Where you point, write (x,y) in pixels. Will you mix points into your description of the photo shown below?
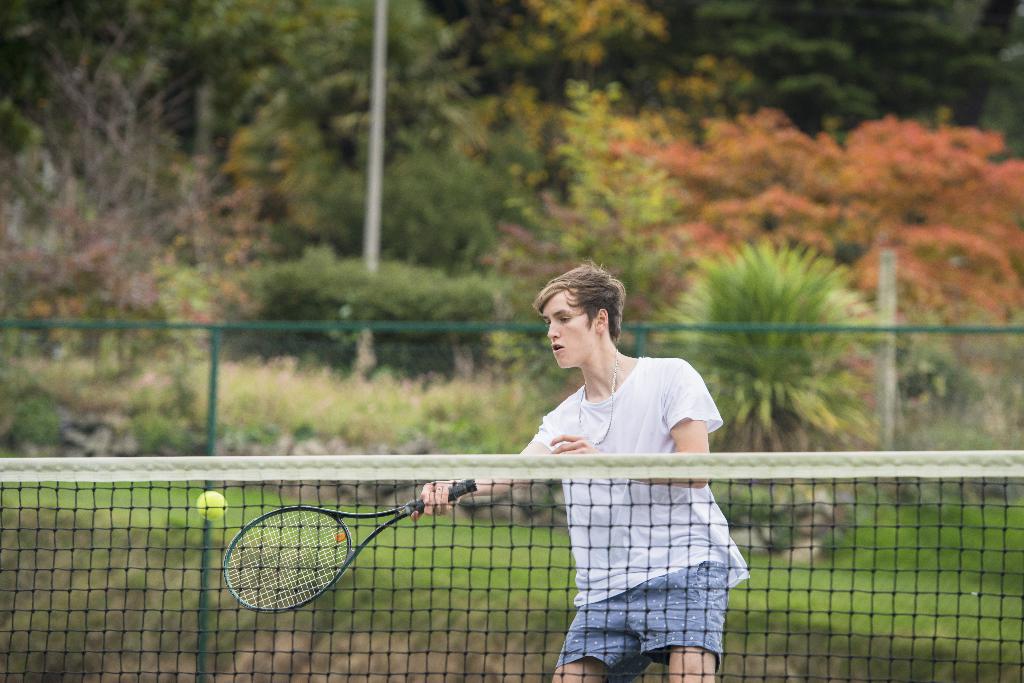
In this image I see a man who is holding the bat (270,522) and there is ball (201,506) over here, I can also see the net (652,516) over here. In the background (6,294) I see the fence (513,346), plants (23,295) and the trees (54,285).
